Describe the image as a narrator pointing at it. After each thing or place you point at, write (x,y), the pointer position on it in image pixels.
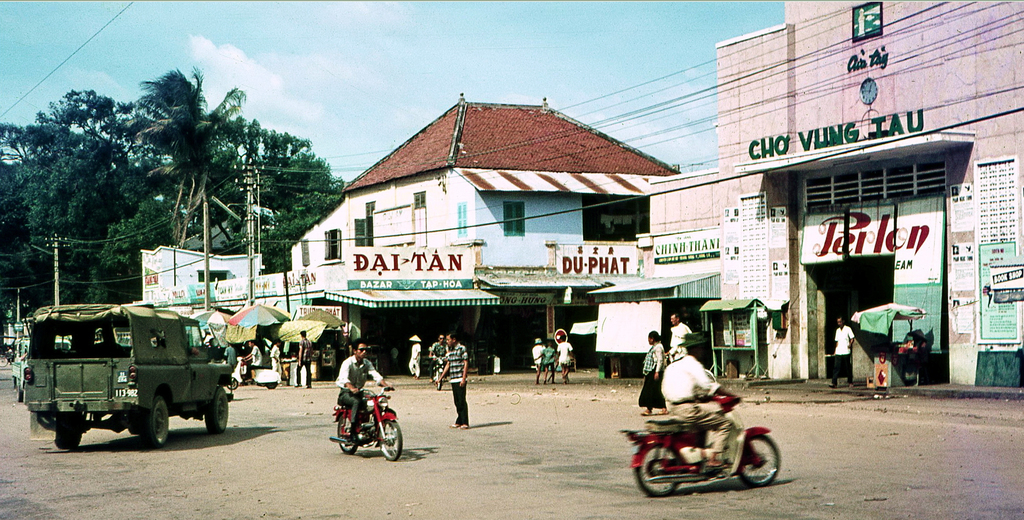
In this picture we can see some people (693,417) riding the vehicles (152,433) and some people (674,336) walking on the path (3,404). Behind the people (351,381) there are stalls (297,351), boards (191,297), buildings (333,343) and electric poles (252,197) with cables (80,241). On the left side of the building (379,207) there are trees (116,154) and behind the building (452,146) there is the sky (449,36).
